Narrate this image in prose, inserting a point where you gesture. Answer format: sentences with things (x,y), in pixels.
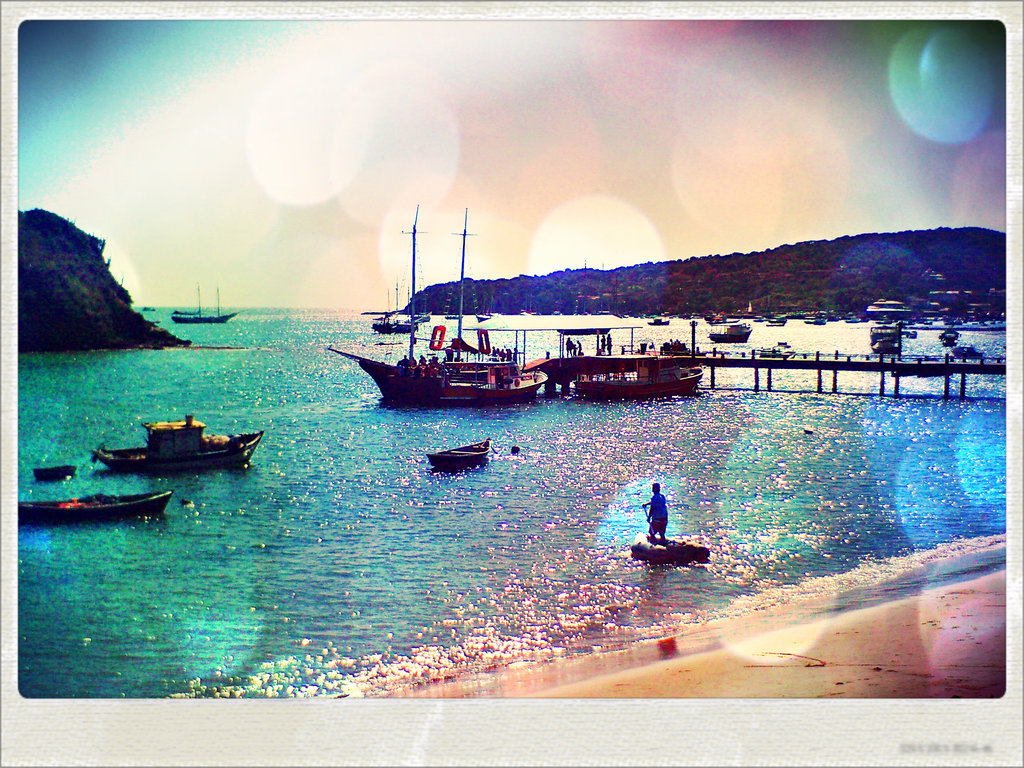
This a photograph and it is on an object (269,701). In the photograph we can see boats (531,387) and ships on the water (661,476) and there is a person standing on the boat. In the background (753,350) we can see platform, boats (830,317) on the water (58,641), hills (51,292) and sky (119,182).
